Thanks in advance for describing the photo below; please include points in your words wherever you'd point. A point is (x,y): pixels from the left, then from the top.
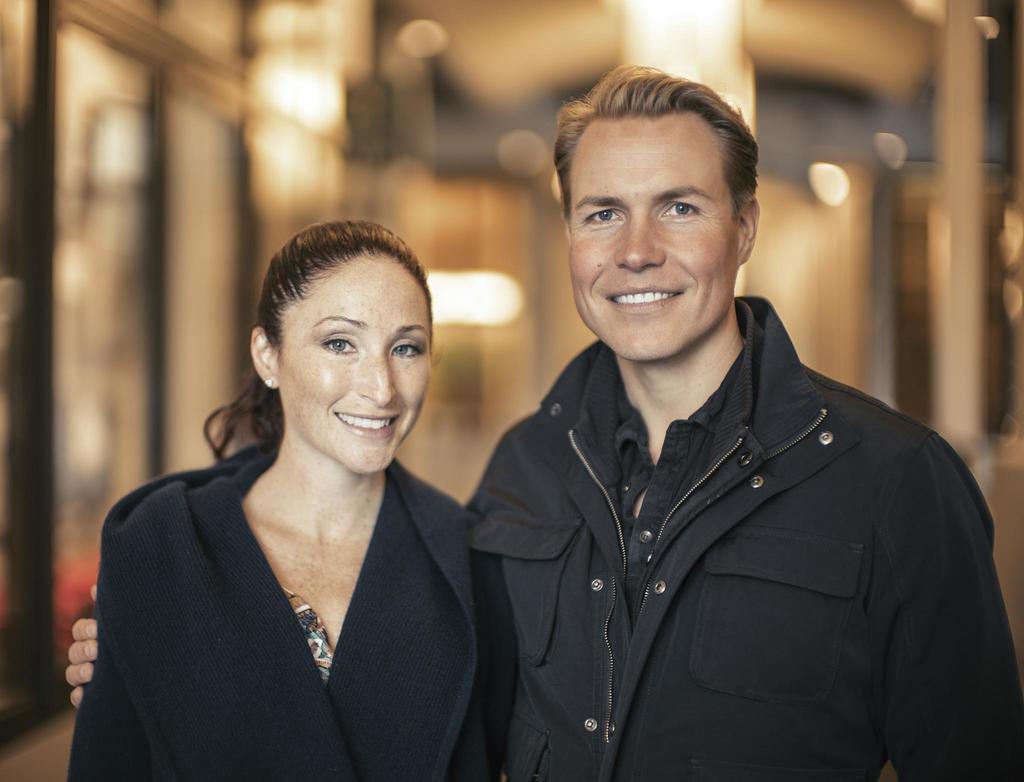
In this image I can see two persons (641,379) standing and smiling. And there is a blur background (338,151).
